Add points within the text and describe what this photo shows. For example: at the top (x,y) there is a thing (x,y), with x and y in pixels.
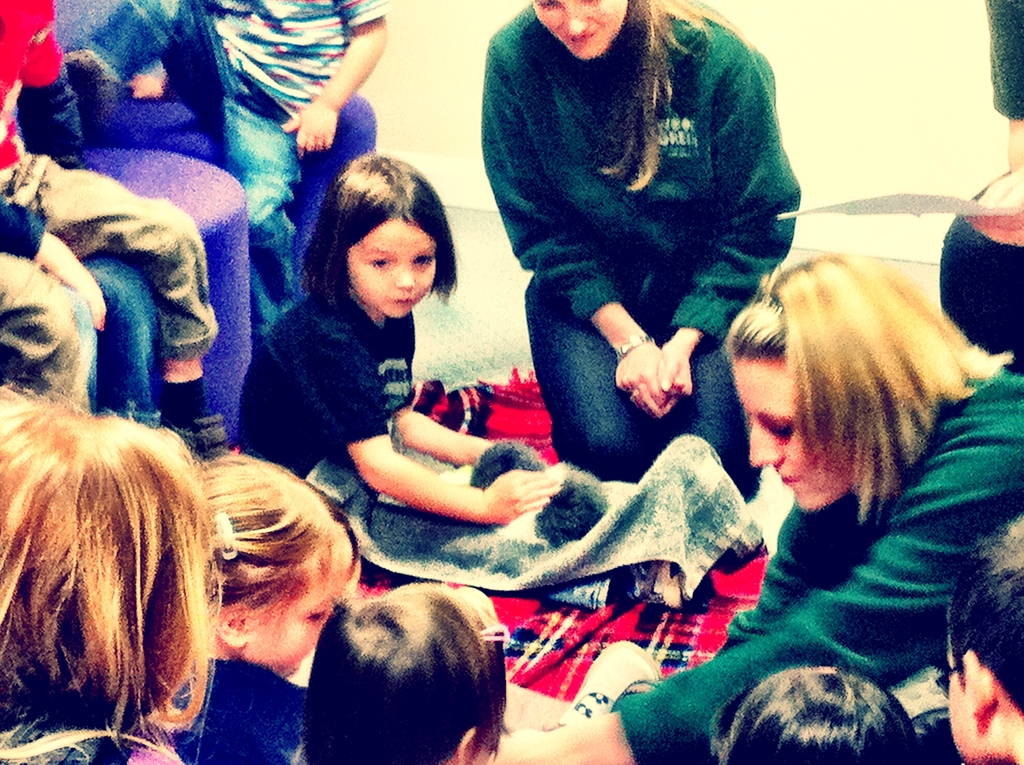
In this image I can see number of people (783,651) are sitting. In the centre of this image (475,397) I can see few clothes (510,412).
